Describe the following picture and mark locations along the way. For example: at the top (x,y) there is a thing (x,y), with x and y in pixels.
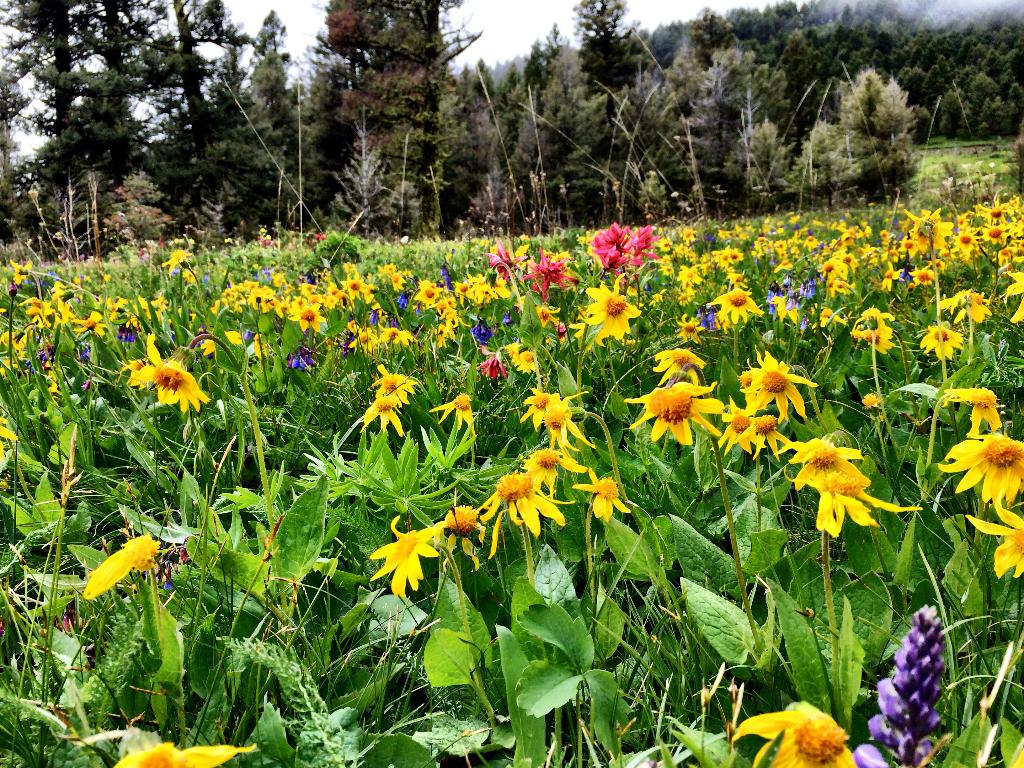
In this image I can see many colorful flowers (494,369) to the plants (509,605). These are in yellow, pink and purple color. In the back (493,130) I can see many trees (469,87) and the white sky (454,17).
